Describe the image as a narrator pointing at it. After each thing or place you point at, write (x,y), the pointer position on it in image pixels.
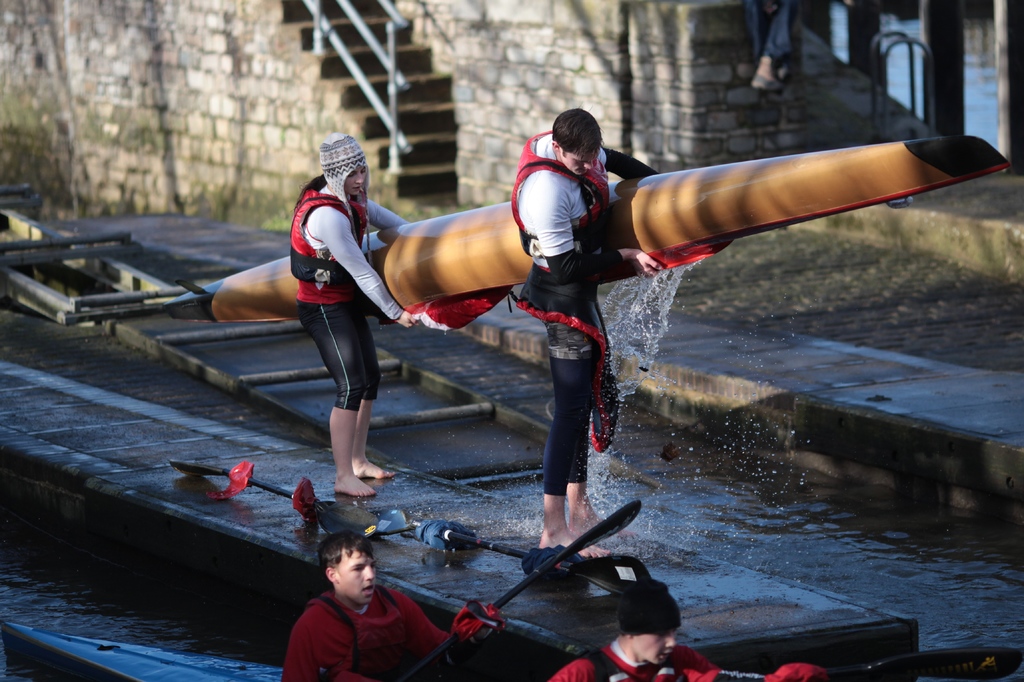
In this picture we can see two people (346,633) holding paddles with their hands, two people (588,183) standing on the wooden platform (424,485), holding an object (667,227) with their hands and in front of them we can see the water (768,551), some objects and in the background (504,135) we can see a person's legs (778,37), steps (427,141), walls (458,106).
